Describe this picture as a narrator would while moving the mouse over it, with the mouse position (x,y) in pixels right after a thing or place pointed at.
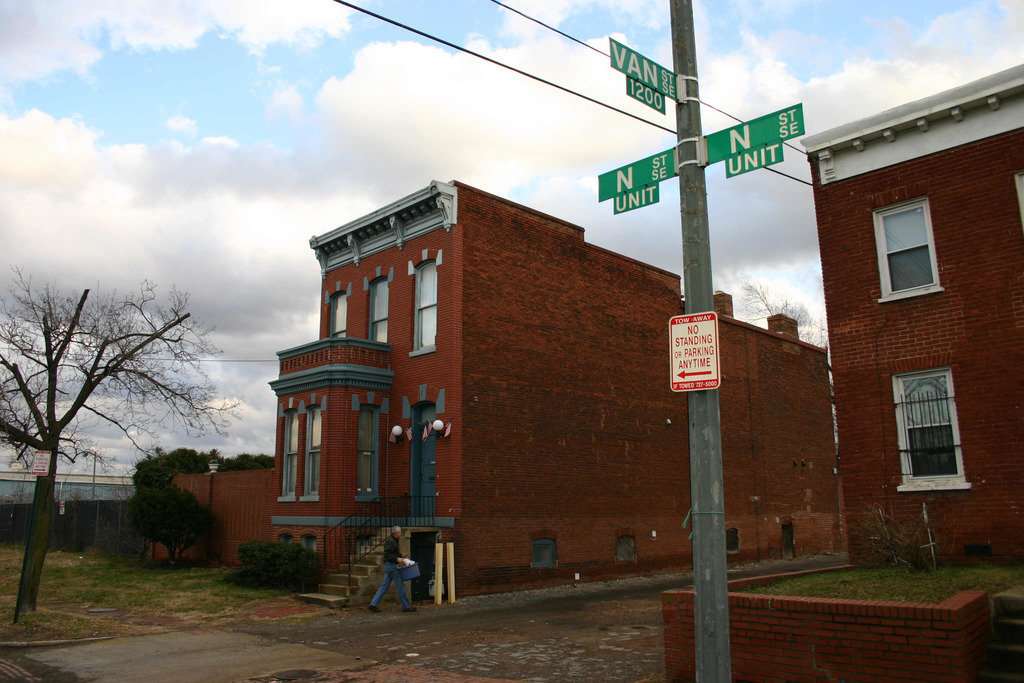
In the image we can see buildings (575,271) and windows (905,281) of the buildings (906,291). Here we can see a person (382,589) walking, wearing clothes (391,560) and holding an object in the hands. We can see electric pole (714,501), electric wires (636,119) and trees (207,461). Here we can see grass (151,603), footpath (504,646), the fence (345,533), stairs (322,583) and the cloudy sky (201,186).
